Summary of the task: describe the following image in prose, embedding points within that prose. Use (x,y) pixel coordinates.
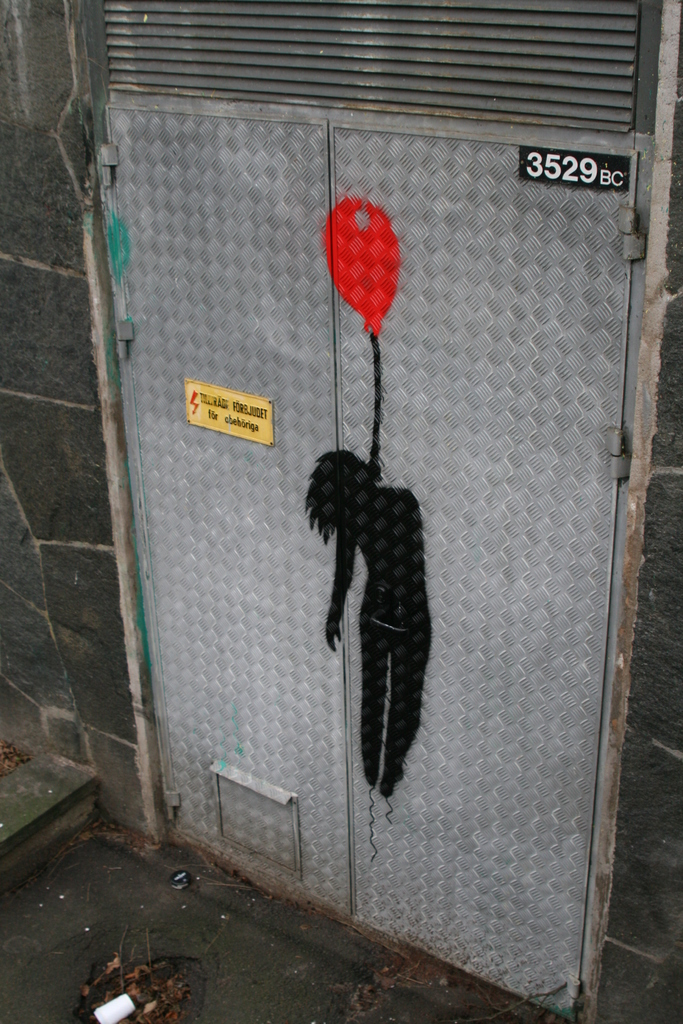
In the image in the center (318,567) there is a wall (37,414) and door (246,254). On the door (236,325), we can see one sign board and painting (405,557). In the bottom of the image, we can see dry leaves (167,983), glass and few other objects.
